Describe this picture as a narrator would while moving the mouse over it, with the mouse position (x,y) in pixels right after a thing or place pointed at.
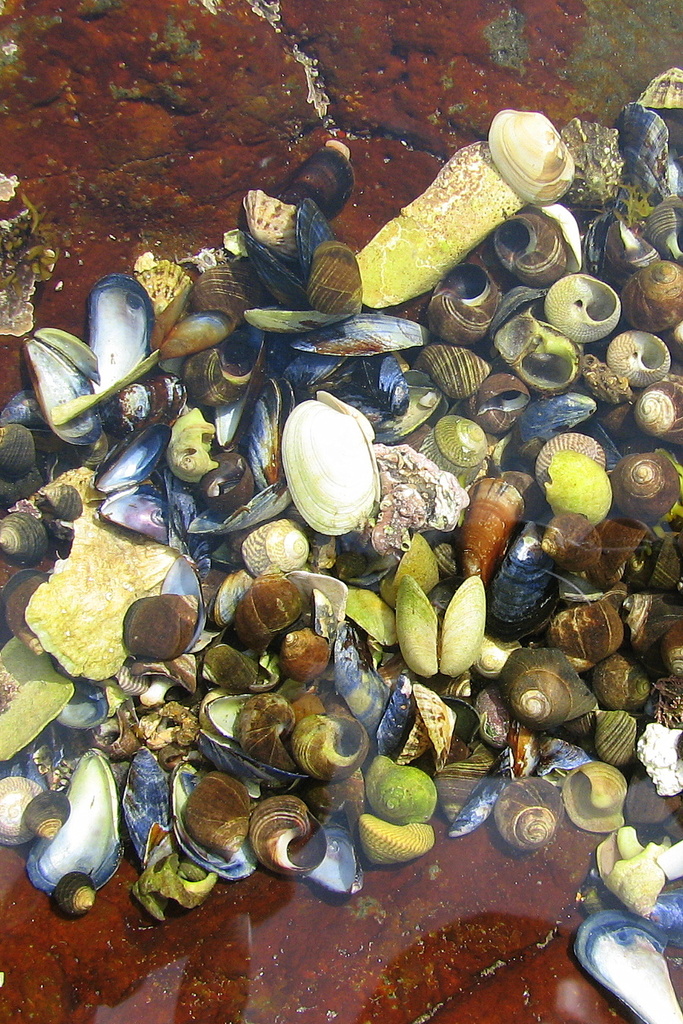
In this picture there are seashells (366,577) in the center of the image (380,458).
